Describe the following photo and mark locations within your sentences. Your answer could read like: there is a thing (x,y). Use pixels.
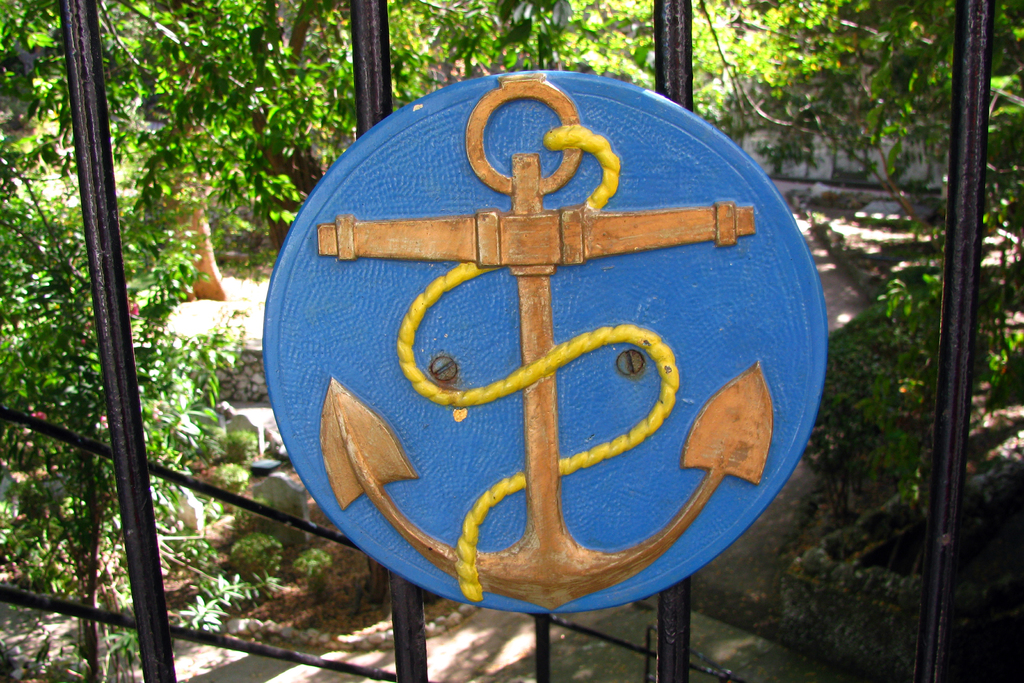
In this image I can see the board (703,390) attached to the railing (99,136) and the board (690,309) is in blue color. In the background (1017,341) I can see few plants (62,70) in green color.
